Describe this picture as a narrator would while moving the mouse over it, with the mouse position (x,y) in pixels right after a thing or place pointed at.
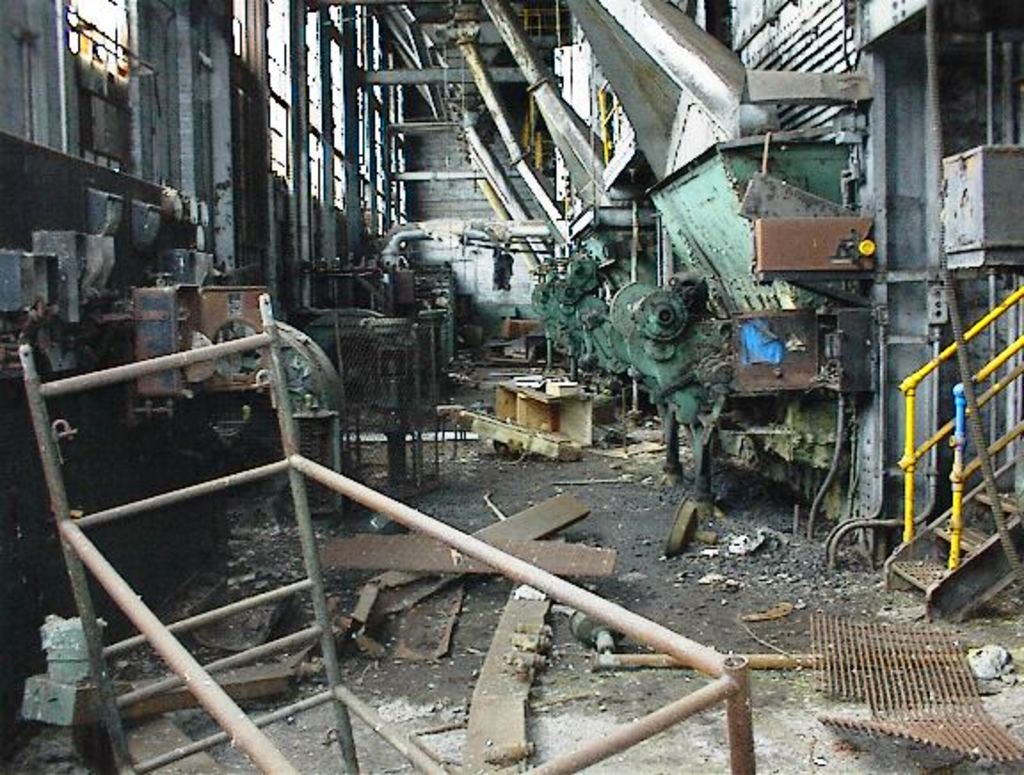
As we can see in the image, this is a mechanical factory (258,272) and there are different types of electrical equipments (337,335) and the place (368,380) is very untidy and there are stairs (960,528) over here.
